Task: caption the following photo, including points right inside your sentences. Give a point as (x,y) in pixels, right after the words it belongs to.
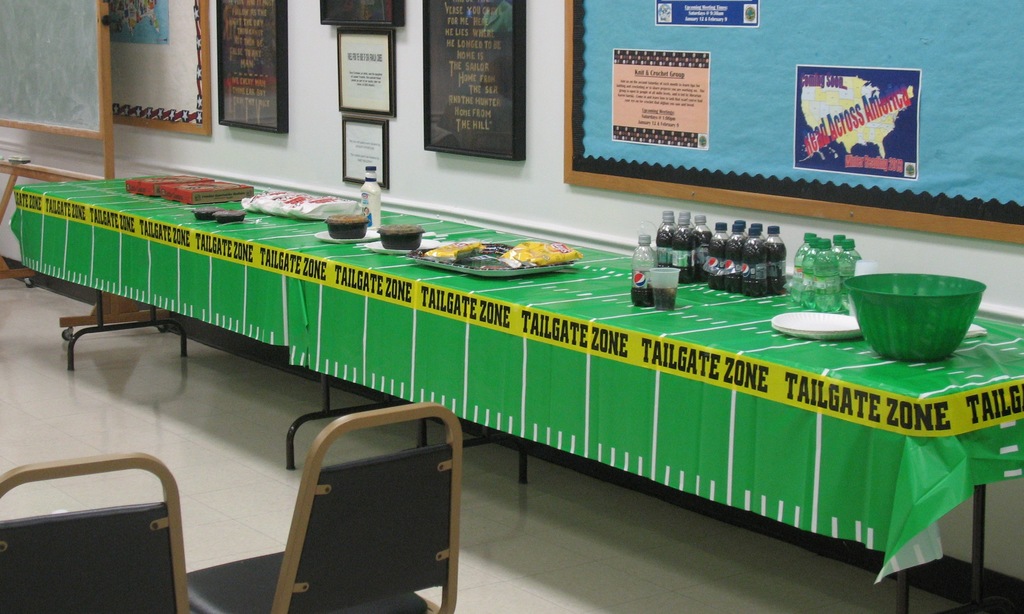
There are Pepsi and Sprite bottles (758,258) on this table (559,309), on the left side (321,542) there are chairs (164,560).
